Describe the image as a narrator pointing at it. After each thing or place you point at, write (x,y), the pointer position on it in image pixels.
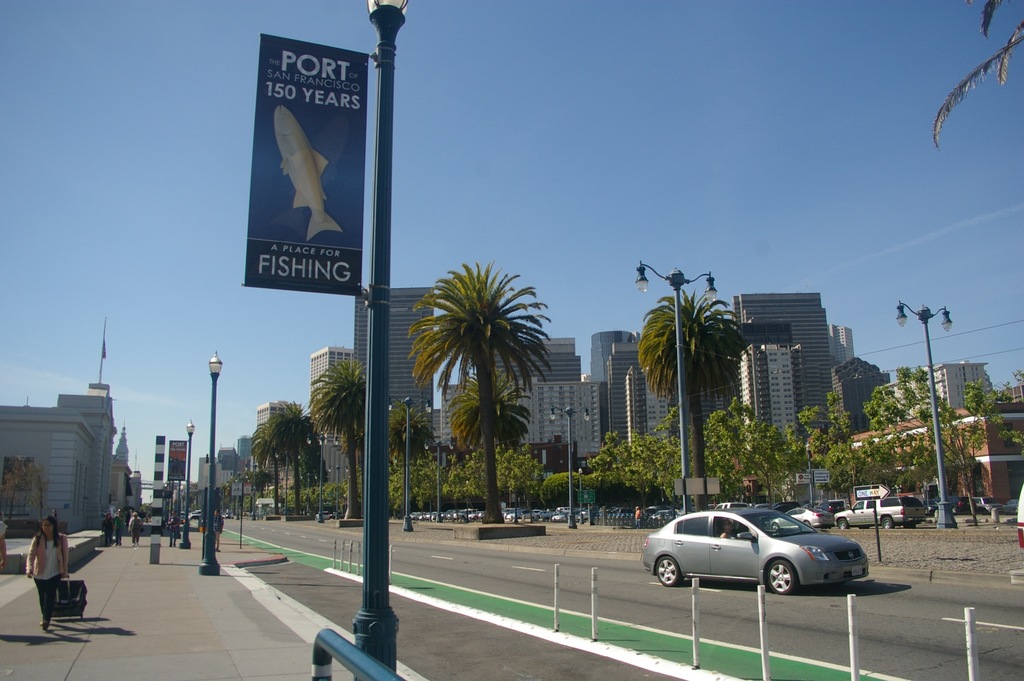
In this image I can see the road (618,611), few white colored poles (763,638) and few green colored poles (394,18) with few boards (262,244) to them. I can see the sidewalk (133,610), few persons (62,548) on the sidewalk (127,558), few vehicles (775,522) on the road (512,560), few trees (647,481) and few buildings (436,423). In the background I can see the sky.
